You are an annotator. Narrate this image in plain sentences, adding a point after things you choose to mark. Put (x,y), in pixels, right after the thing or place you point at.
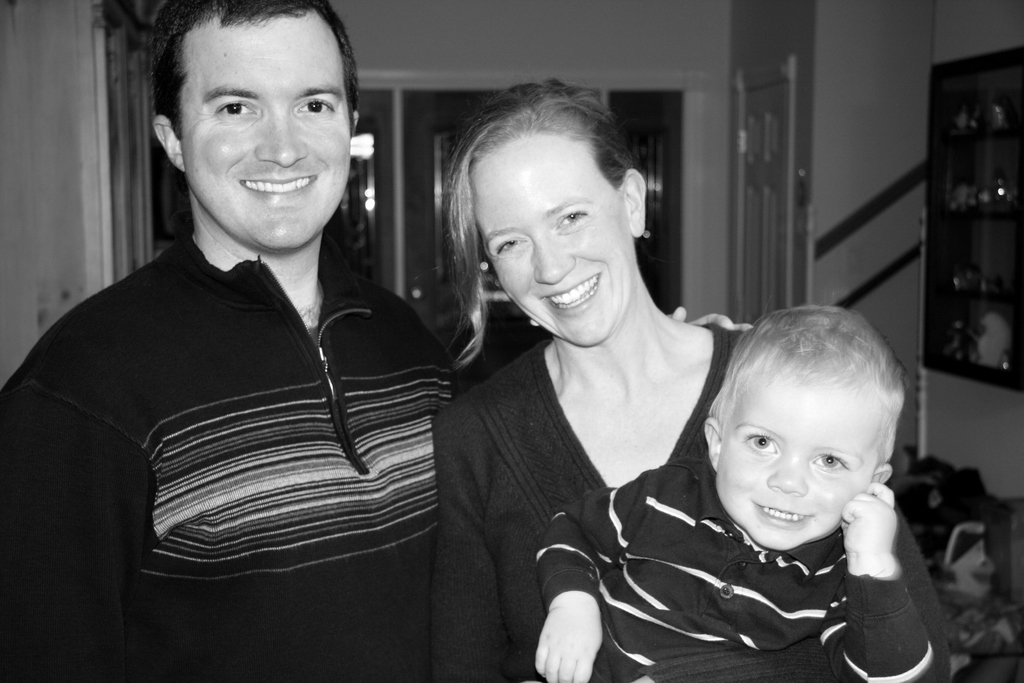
This picture is in black and white. In the picture, there is a man (315,328), woman (562,300) and a kid (692,475). Woman (495,557) is holding the kid (763,419). Towards the right (967,235), there is a shelf (978,95) filled with objects (1008,340). In the background (428,191), there are doors (762,197).
